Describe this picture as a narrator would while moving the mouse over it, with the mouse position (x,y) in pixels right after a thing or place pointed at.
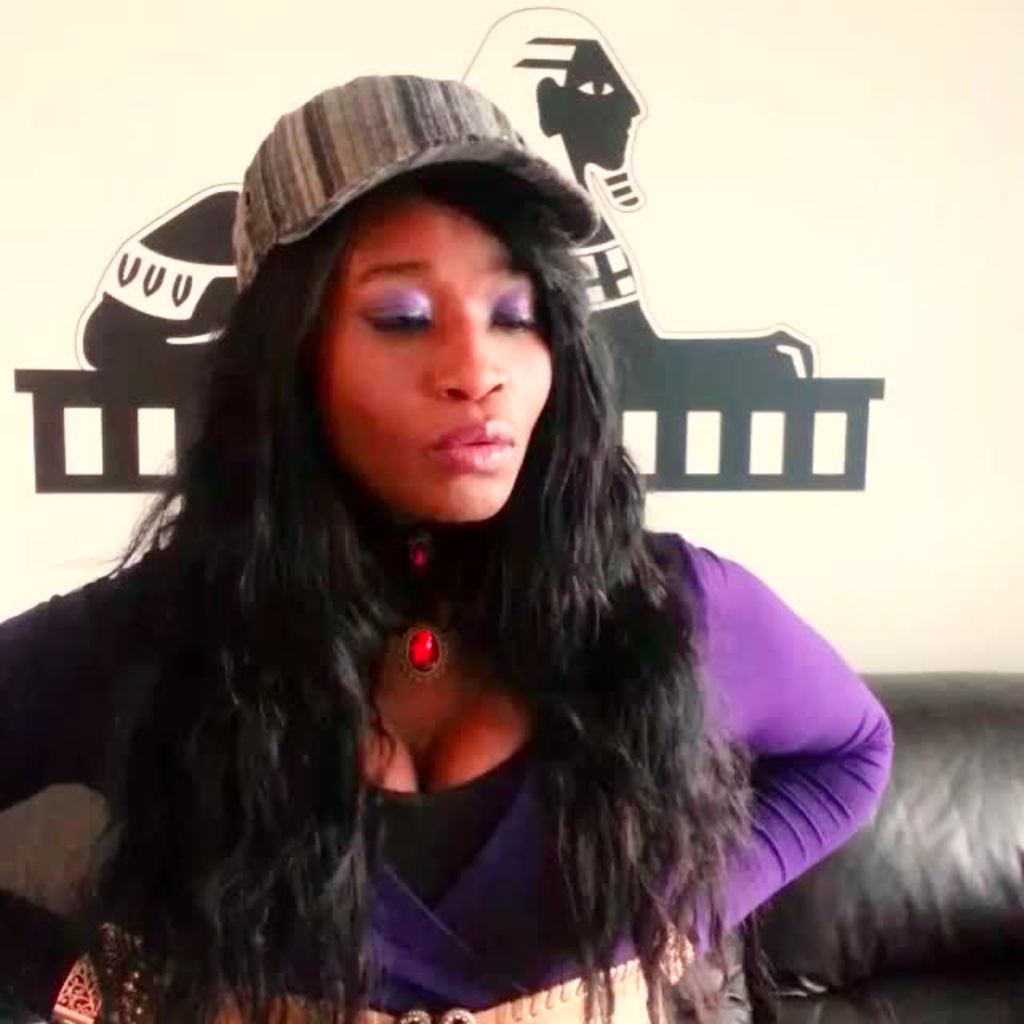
In the foreground of the picture (456,813) there is a woman (268,755), she is wearing violet color dress (777,763) and a cap (282,195), behind her there is a couch (920,814) and wall (747,310).
